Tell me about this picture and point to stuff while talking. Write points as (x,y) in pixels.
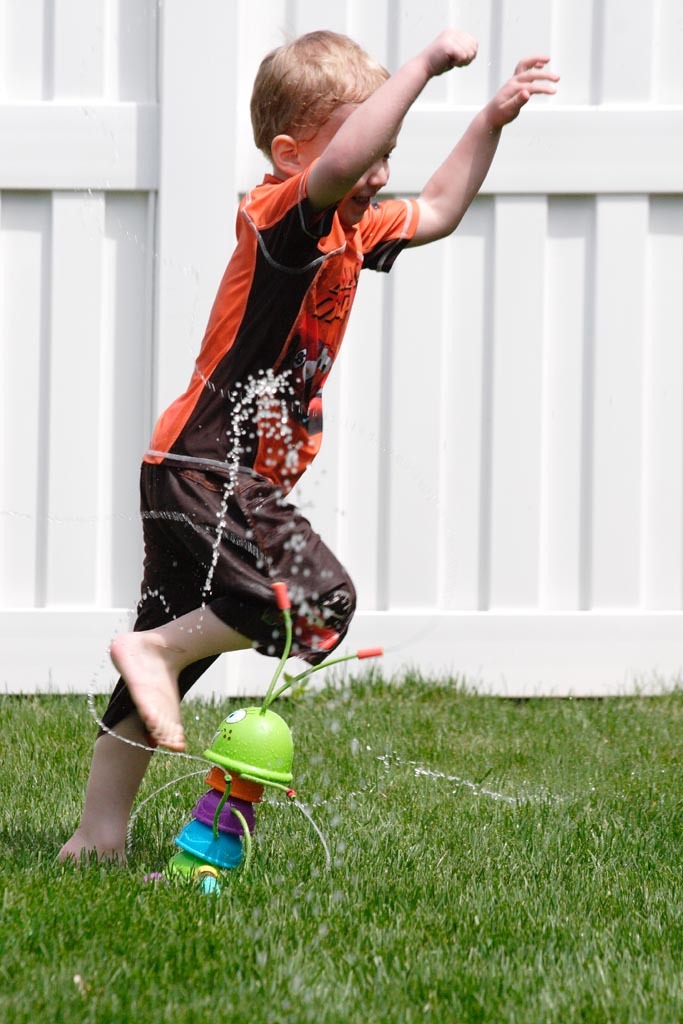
In this image, I can see a boy (270,586). At the bottom of the image (218,886), there is a toy (214,885) on the grass (462,836). In the background (96,357), It looks like a white fence (382,7).
